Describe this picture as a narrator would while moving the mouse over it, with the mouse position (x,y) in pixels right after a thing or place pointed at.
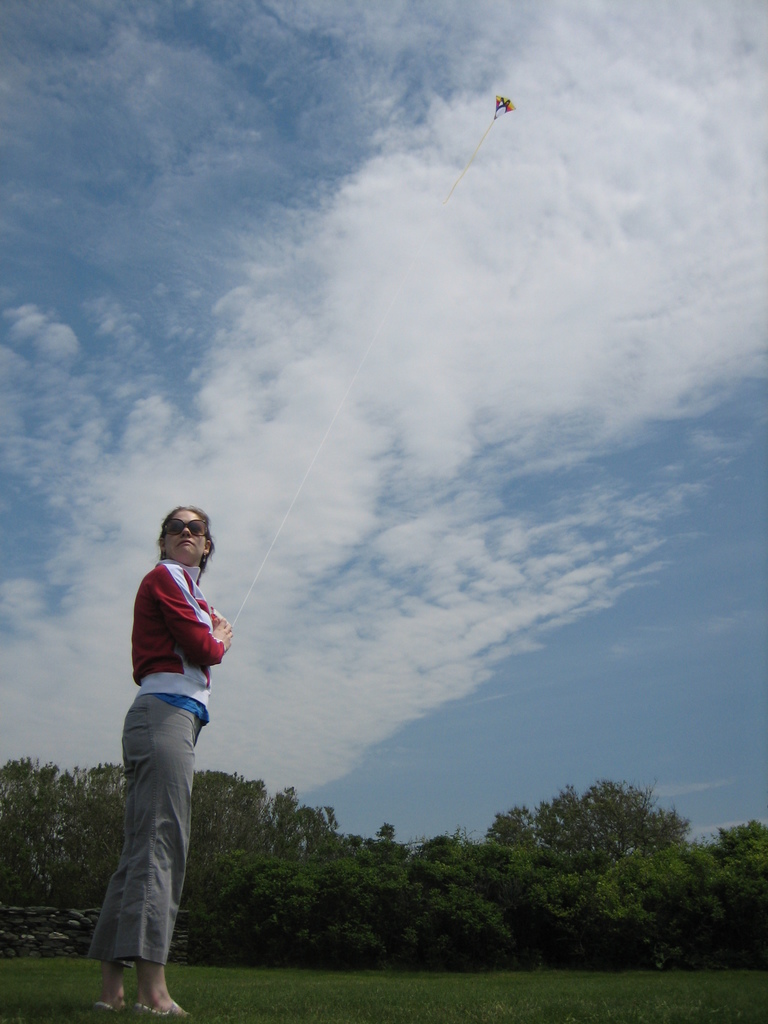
On the left side of the image (165,655) a lady (212,661) is standing. In the middle of the image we can see some trees (225,873), rocks (80,931) are there. At the bottom of the image (341,996) ground (368,995) is there. At the top of the image (394,317) we can see kite (499,112) and clouds (631,323) are present in the sky (438,410).
